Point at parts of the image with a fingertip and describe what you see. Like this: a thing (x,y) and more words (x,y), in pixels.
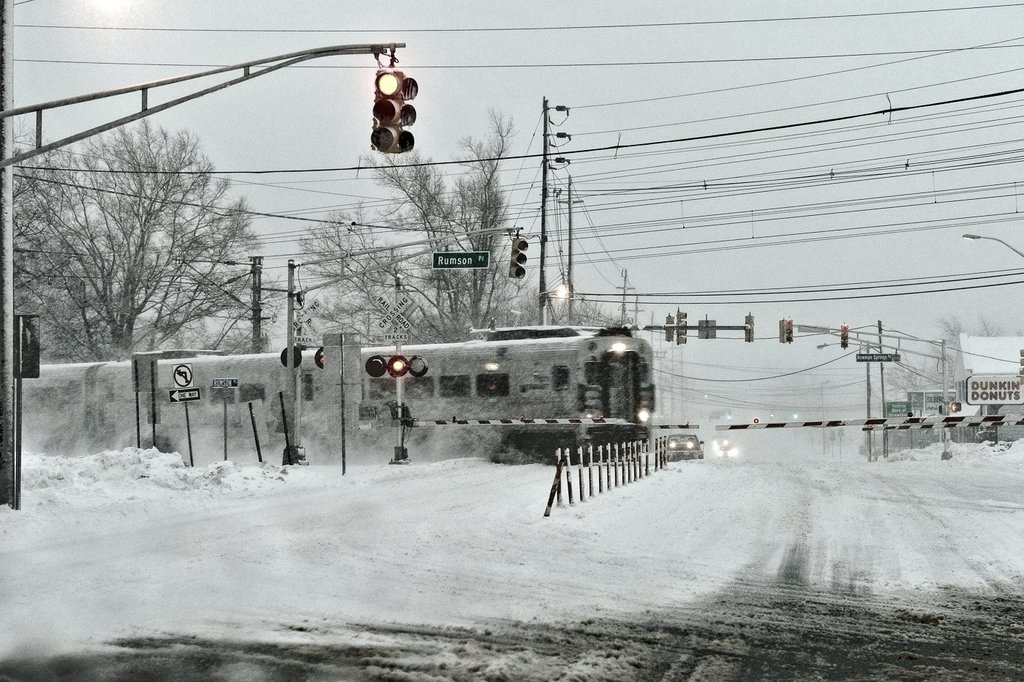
In the image there is a train (402,394) coming on the left side (310,437), the road (688,587) is covered with snow (280,527) all over the place with traffic lights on right side (750,314), left side and in the middle (406,374) and there are trees (136,256) in the background (468,279) and above its sky (496,107).
